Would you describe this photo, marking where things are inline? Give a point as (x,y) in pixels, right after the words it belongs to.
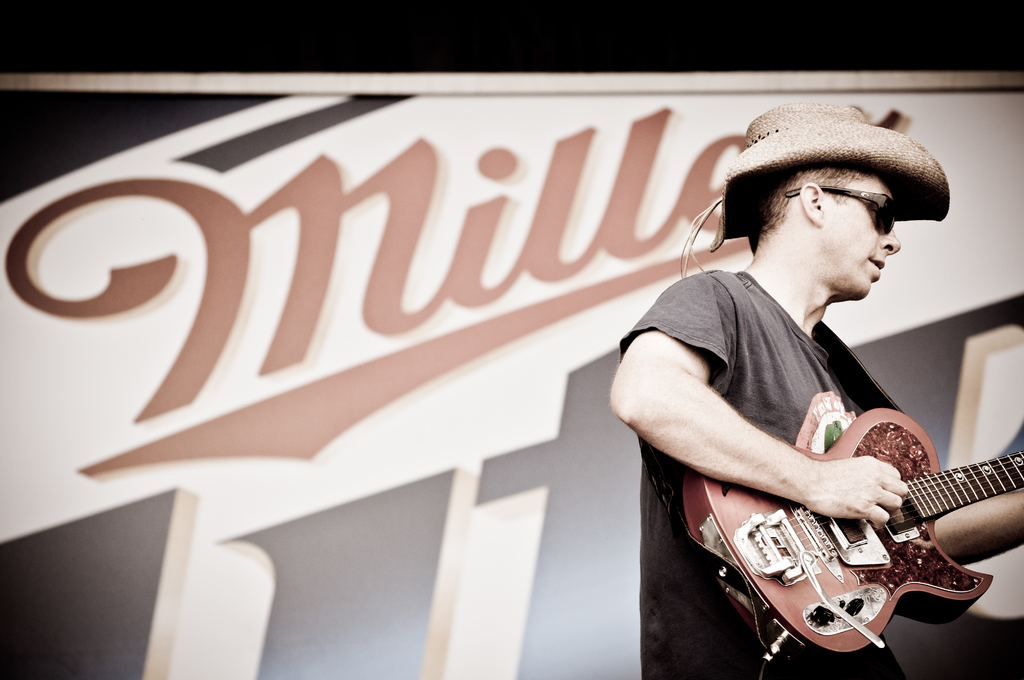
Here we can see a man (820,671) playing guitar (888,591). He has goggles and he wore a cap (829,125). In the background (253,258) there is a banner (961,200).
